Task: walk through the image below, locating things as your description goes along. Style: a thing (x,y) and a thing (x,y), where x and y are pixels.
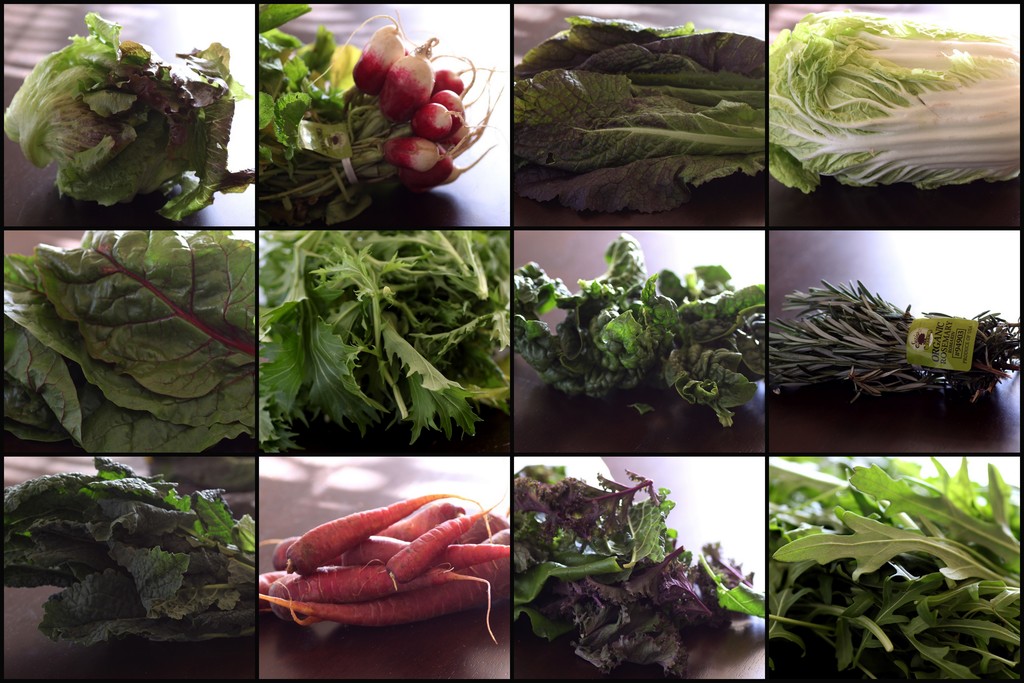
Here we can see a collage edited image and there are images of vegetables (529,123) where we can see leafy vegetables (438,304) and vegetables (399,168).
